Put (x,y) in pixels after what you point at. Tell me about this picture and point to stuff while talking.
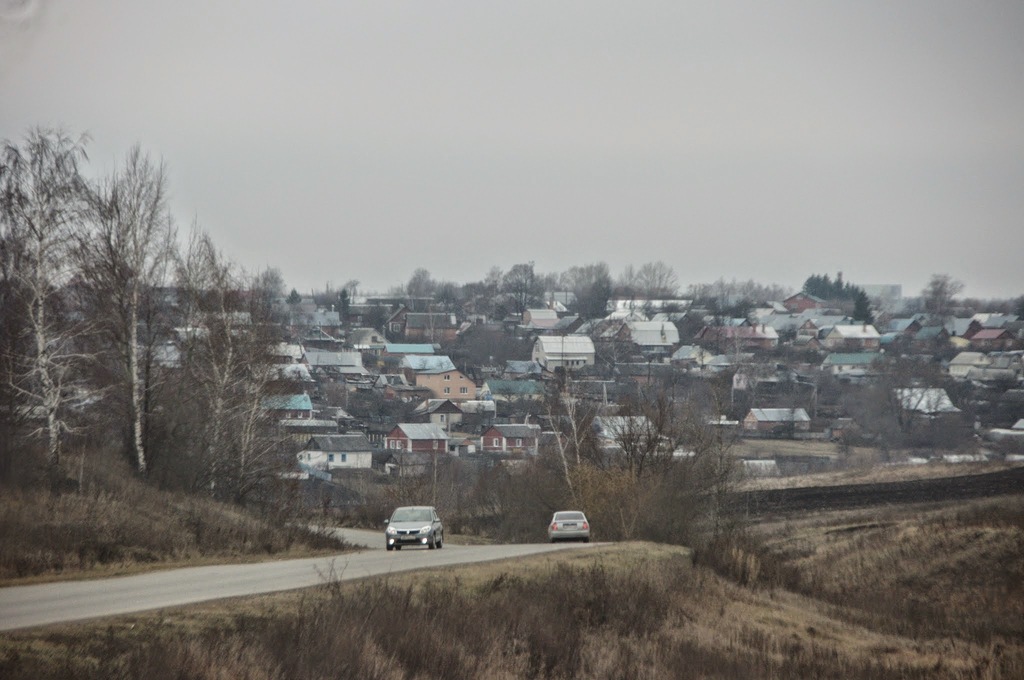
In this image there are cars (438,546) on a road (203,588), in the background (197,408) there are trees (139,374), houses (955,333) and a sky (510,77).
